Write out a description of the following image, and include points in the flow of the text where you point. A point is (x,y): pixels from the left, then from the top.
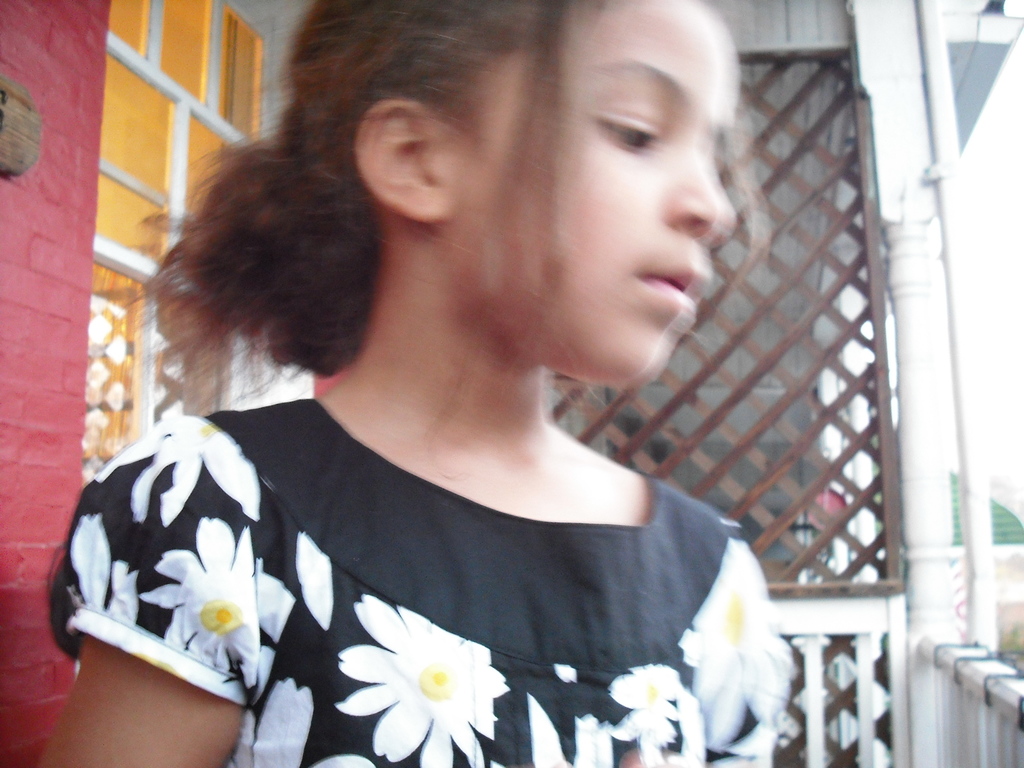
In the foreground of the picture (482,332) there is a girl (536,532). On the left (79,320) there is a window (152,179) and wall (91,252). In the background (874,164) there is mesh (808,142). On the right (976,686) there is a railing (962,689) and pillar (930,289).
